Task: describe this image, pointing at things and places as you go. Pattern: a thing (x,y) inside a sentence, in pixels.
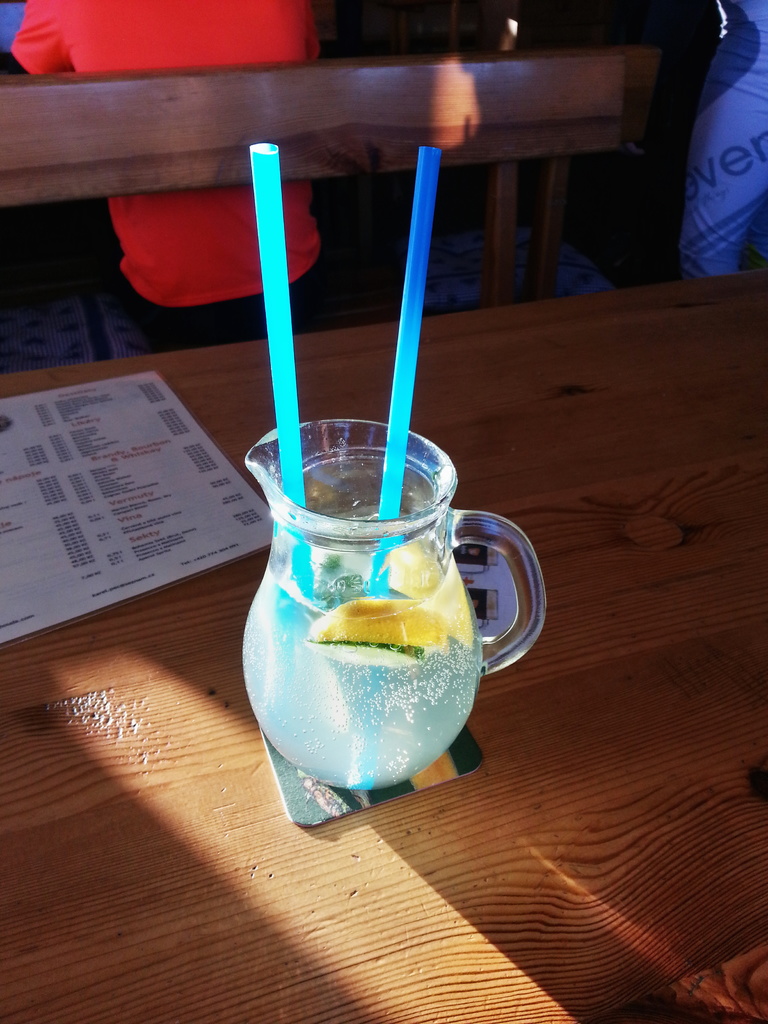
This is a picture in a store (467,14). In this picture there is table (697,576). In the background (186,190) there are few people (196,249) seated. On the table (196,409) there is a menu card (86,458) in the center of the image (356,451) there is a jar (349,723) and liquid (394,669) in it. There are two straws (405,344) also.
